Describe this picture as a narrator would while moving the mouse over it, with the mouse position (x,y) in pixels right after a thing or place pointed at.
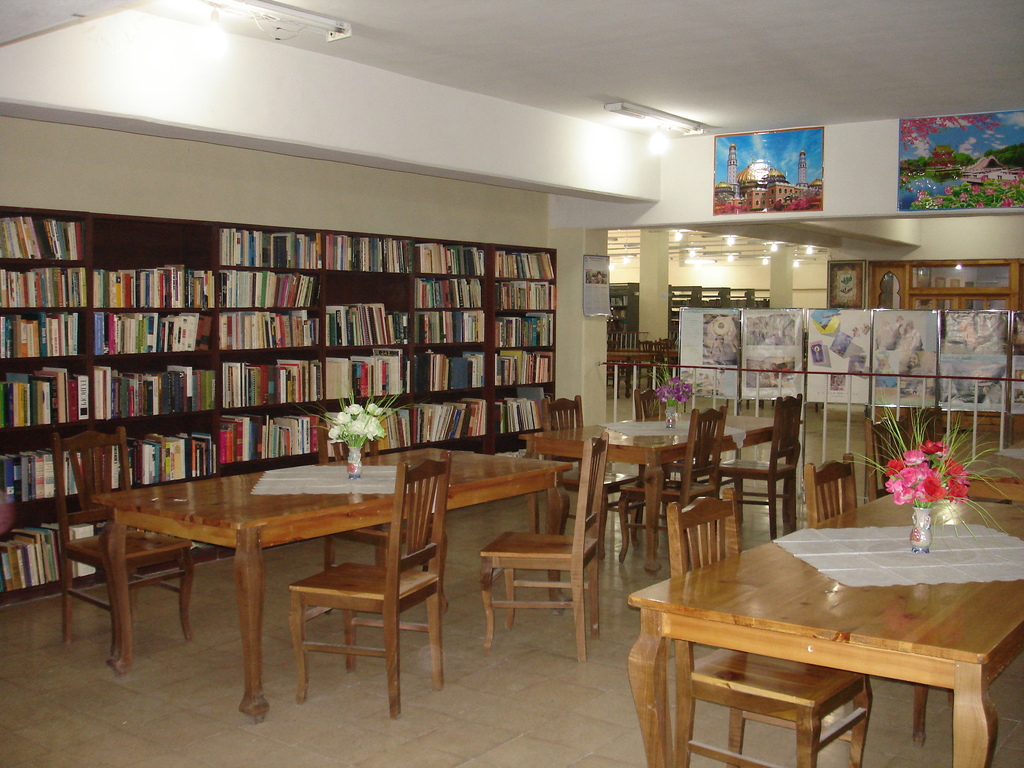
In this picture we can see flowers (677,399) in vases (920,517) and mats (308,471) on tables (574,430) and chairs (600,529). We can see books (221,238) in racks (340,411) and posters (968,184) on the wall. In the background of the image (903,327) we can see boards (958,345), fence (609,365) and few objects (836,277). At the top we can see lights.
